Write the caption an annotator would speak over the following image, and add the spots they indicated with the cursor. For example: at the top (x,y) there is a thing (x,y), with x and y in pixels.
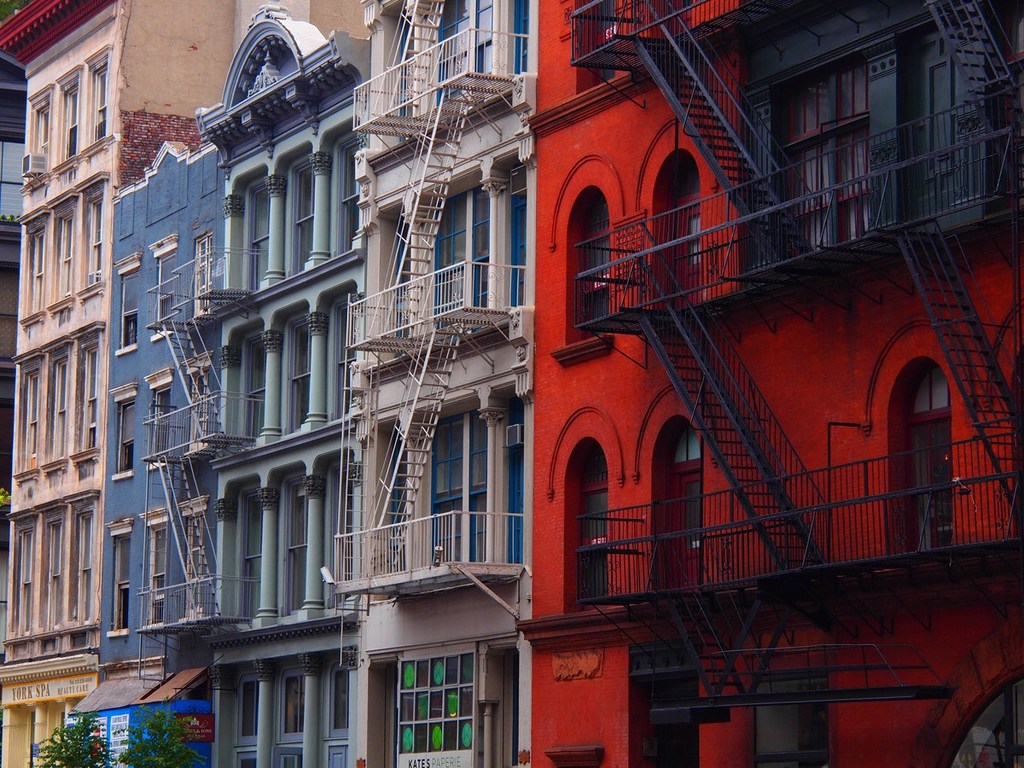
In this image we can see some buildings (239,733), two trees (178,759) in front of the building (188,730), one red board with text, some posters (111,733) with text (117,732) attached to the building (190,729), some text (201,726) on the wall (472,756), some plants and some staircases (712,113) attached to the balconies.
